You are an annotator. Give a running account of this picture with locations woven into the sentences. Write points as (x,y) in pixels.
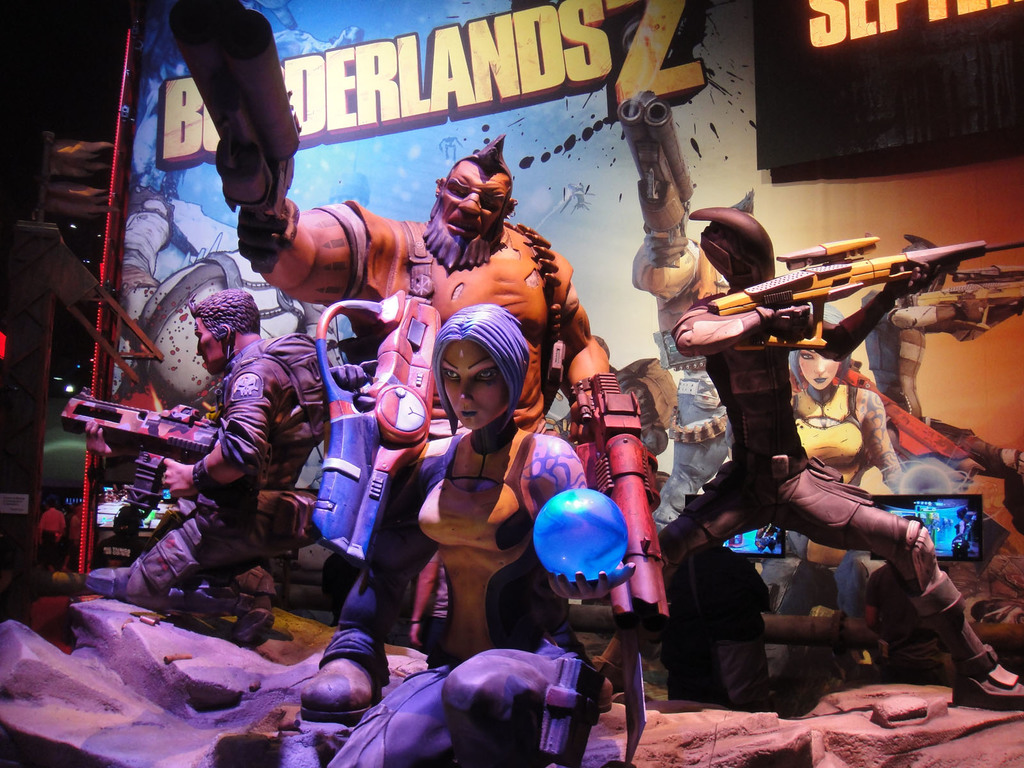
In this image we can see the depictions (387,237) of men (404,241) and also women (469,651) holding the objects (277,66). In the background (431,130), we can see the painting (420,141) and also the text (494,41) on the wall (478,134). In the top right corner (831,97) there is screen (831,84) and at the bottom (792,728) we can see the rock (801,729).
